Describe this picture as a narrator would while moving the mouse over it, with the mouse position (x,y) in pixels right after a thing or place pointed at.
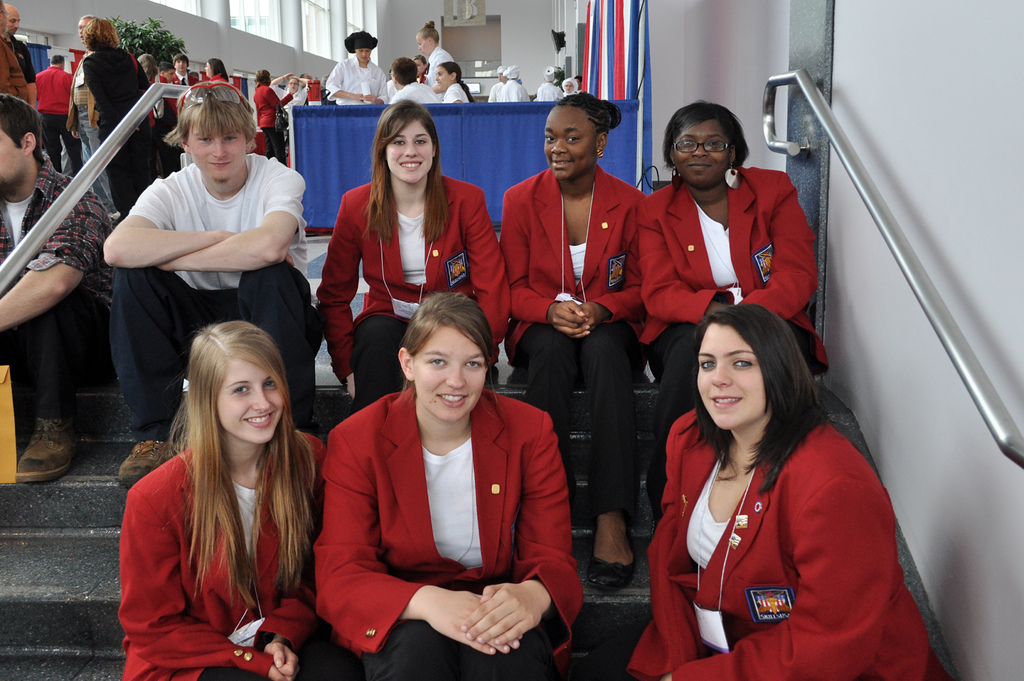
Here I can see few people (556,264) sitting on the stairs (106,541), smiling and giving pose for the picture. On the right (771,102) and left side of the image (15,249) I can see the metal rods (913,282). In the background (17,87) there are some more people (118,96) and there are few curtains (605,36). On the right side (908,109) there is a wall (889,94). At the top of the image (304,18) there is a window glass (302,17).
